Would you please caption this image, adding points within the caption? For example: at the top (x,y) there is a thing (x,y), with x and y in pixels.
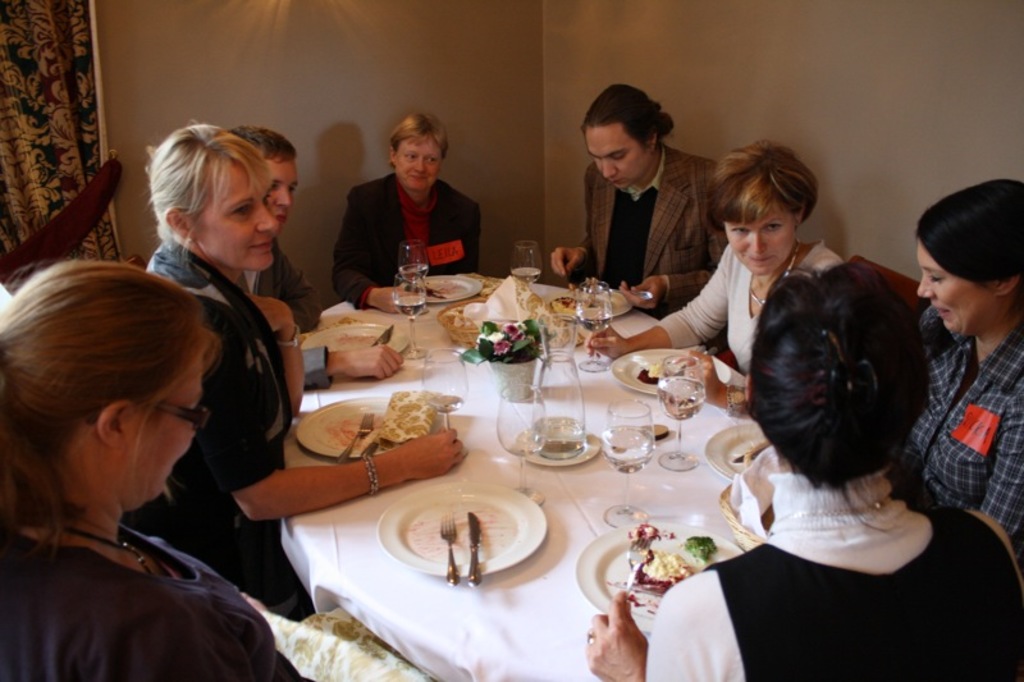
There are few here people (155,250) sitting on the chair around the table (468,405) and having their food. On the table (583,481) we can see food items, glass jar (568,404), water glass (683,405), flower vase (515,387), plate (491,532), spoon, fork (448,538) and knife (477,528).
